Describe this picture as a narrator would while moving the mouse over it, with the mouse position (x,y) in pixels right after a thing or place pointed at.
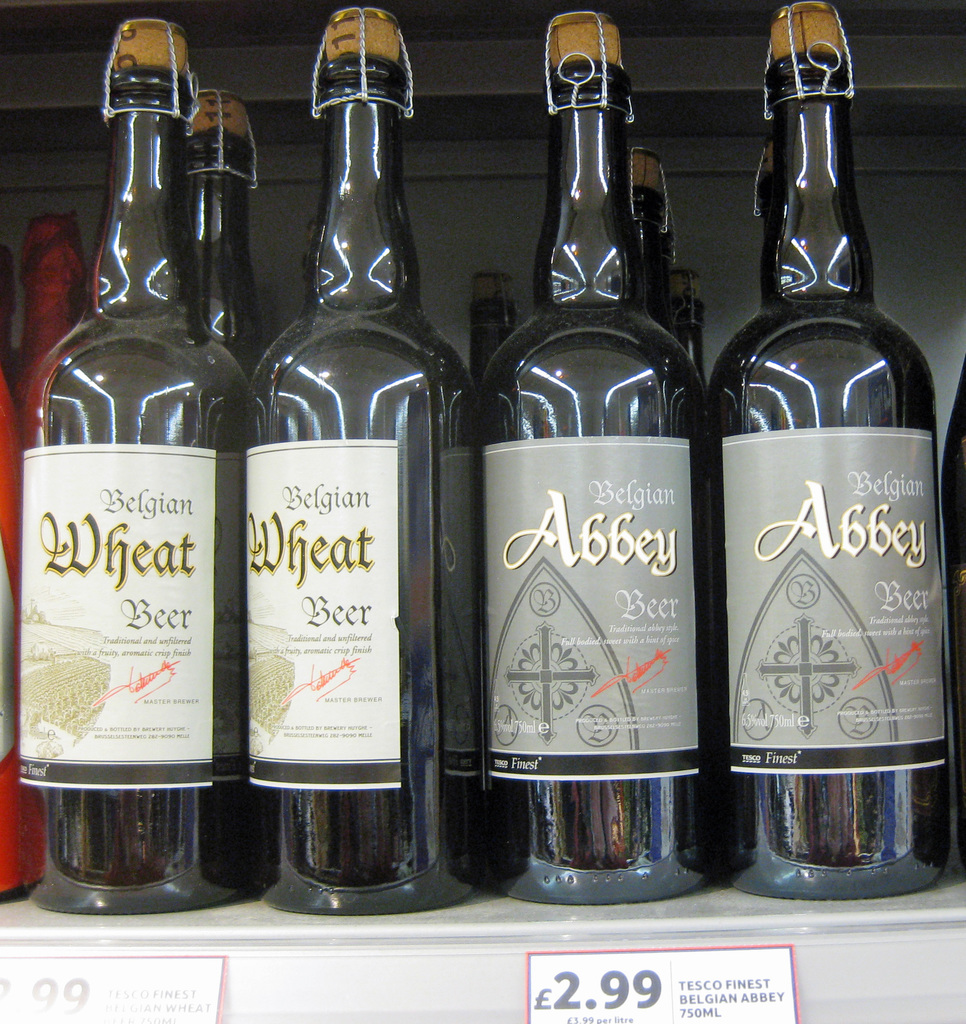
This picture shows a bunch of bottles (746,463) in the shelf (737,893).
